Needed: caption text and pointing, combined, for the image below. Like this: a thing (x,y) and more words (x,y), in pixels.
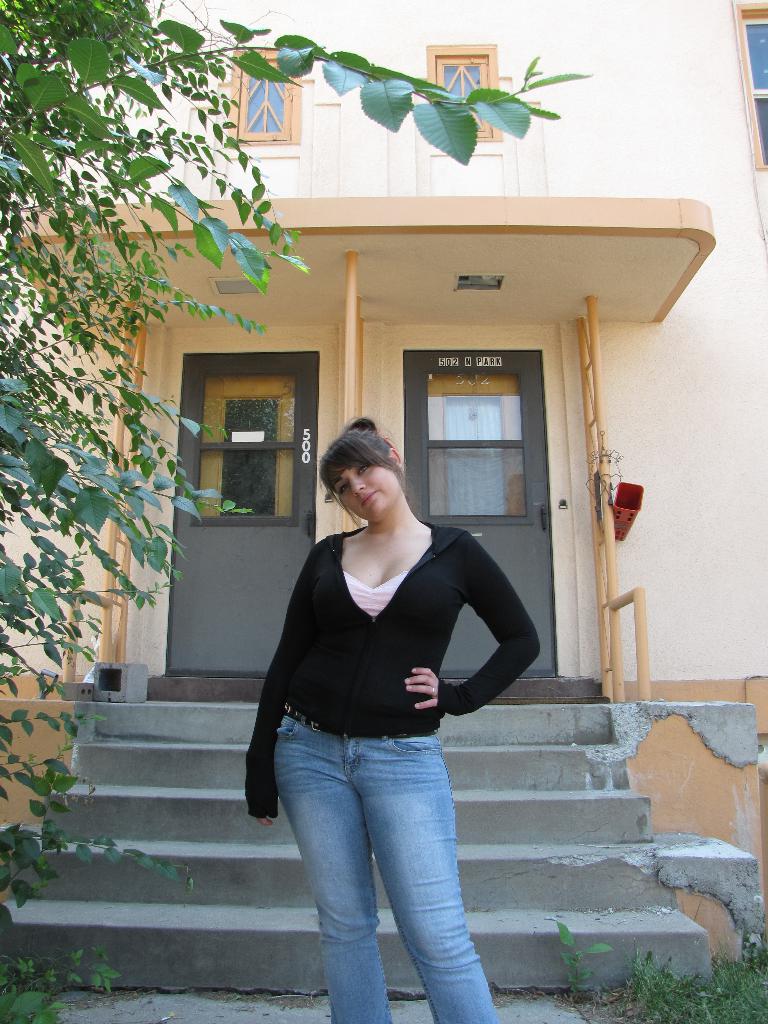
In this image we can see a woman (372,717) is standing. She is wearing black color jacket (405,643) with jeans (403,848). We can see building (716,638) with glass windows (449,85) and doors (452,369) in the background (453,416). We can see leaves (42,601) and stem (39,676) on the left side of the image (34,508). we can see stairs (168,884) in the background (233,878).
